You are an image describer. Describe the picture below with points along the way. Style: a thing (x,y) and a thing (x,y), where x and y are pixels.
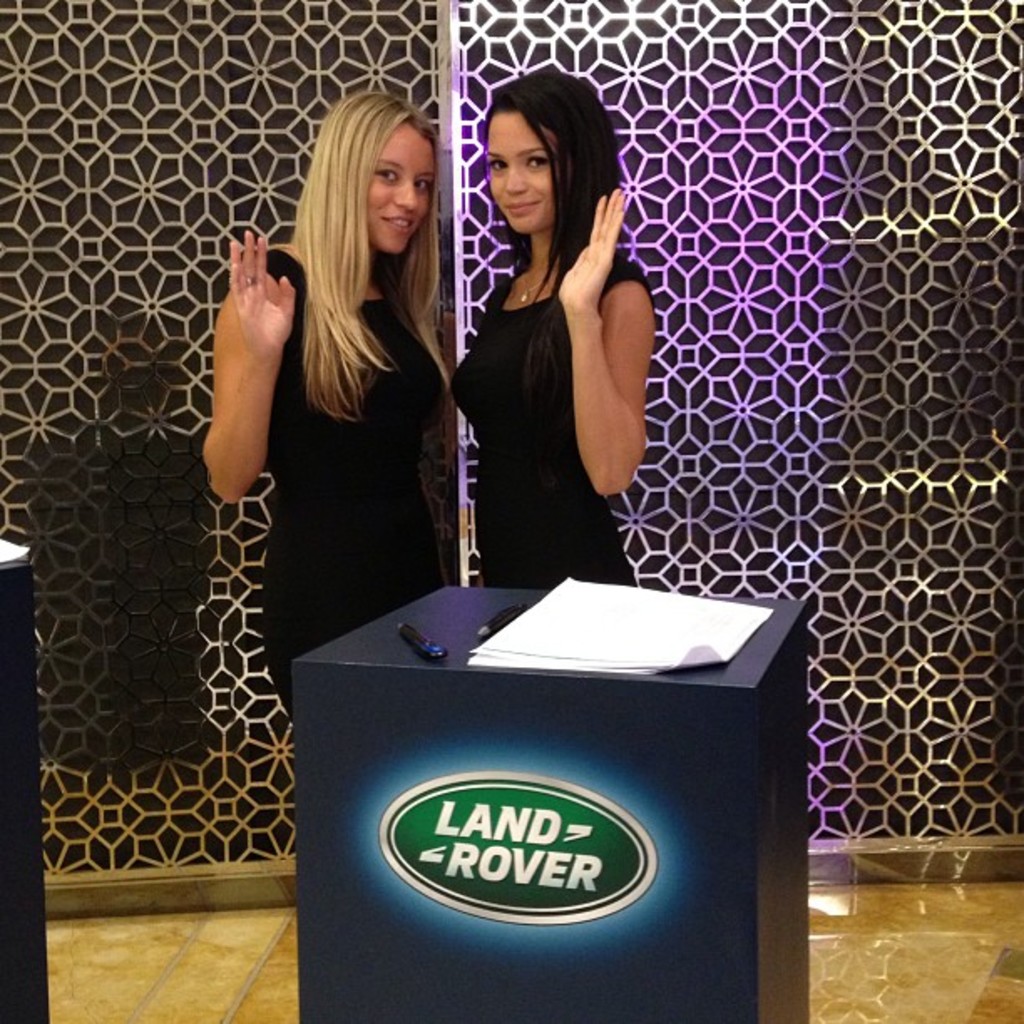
In-front of this design wall (184,136) these two people (389,148) are standing and smiling. On this table (407,608) there are pens (497,625) and papers (631,666).
